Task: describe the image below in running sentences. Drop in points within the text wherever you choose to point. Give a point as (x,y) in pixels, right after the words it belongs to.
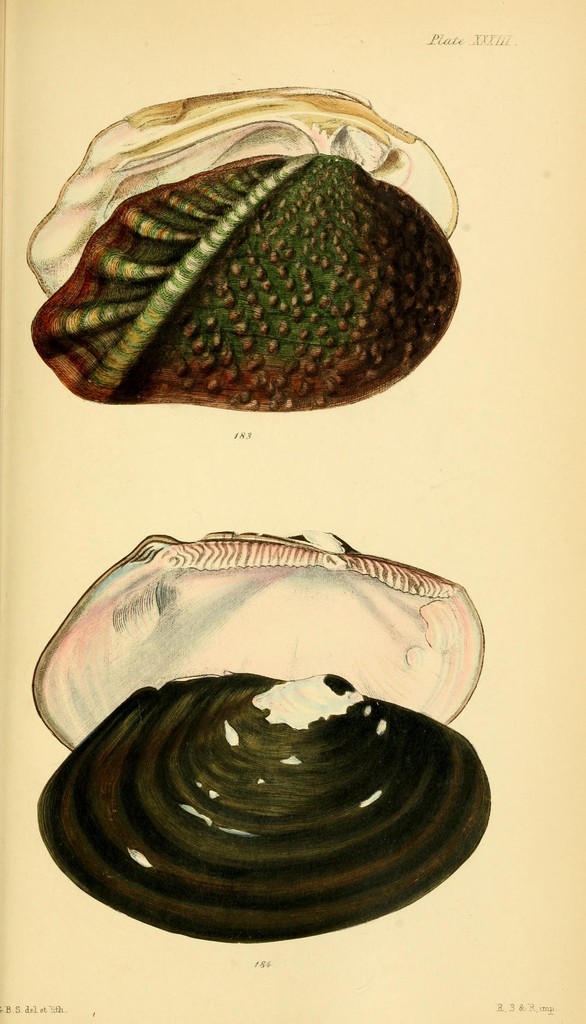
In this picture there are two seashells (314,541) and there is something written below it.
